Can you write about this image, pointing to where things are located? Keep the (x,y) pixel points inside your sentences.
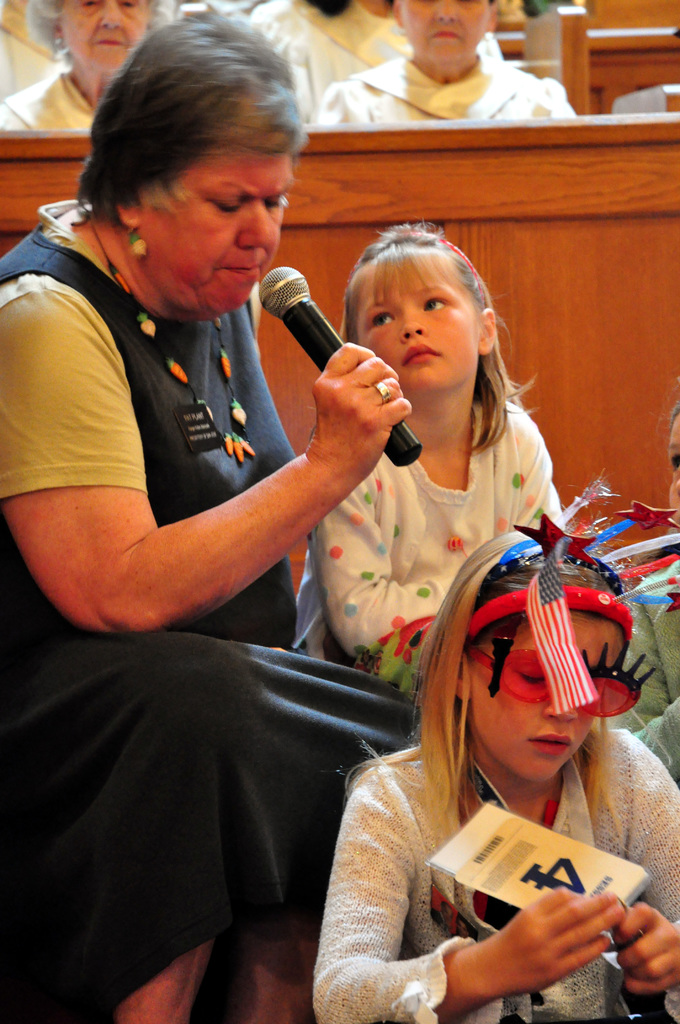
In this image at the left side (208,561) woman (281,442) is holding a mic (283,304) in her hand (322,389). In the right (514,812) a girl (540,765) is holding a paper (574,874) in her hand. In the background (359,18) there are persons (306,41) sitting on the chair (636,46). In the center (444,448) girl (449,469) is looking at the woman (183,347) sitting beside her.
